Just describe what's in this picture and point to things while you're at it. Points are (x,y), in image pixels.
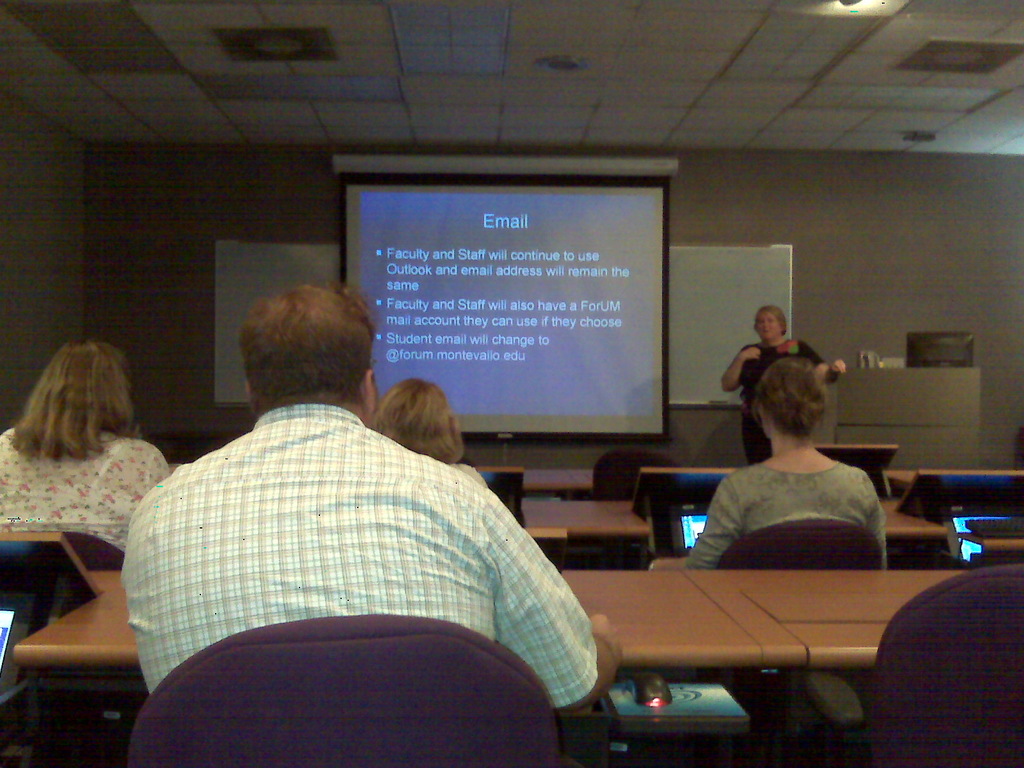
In this picture we have a group of people (388,481) sitting in the chairs (132,758) near the table (646,612), another group of people (817,418) sitting in the chairs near the table (665,608) and in back ground (432,182) we have a screen (412,264) and another woman (840,361) standing near the screen (395,300).
